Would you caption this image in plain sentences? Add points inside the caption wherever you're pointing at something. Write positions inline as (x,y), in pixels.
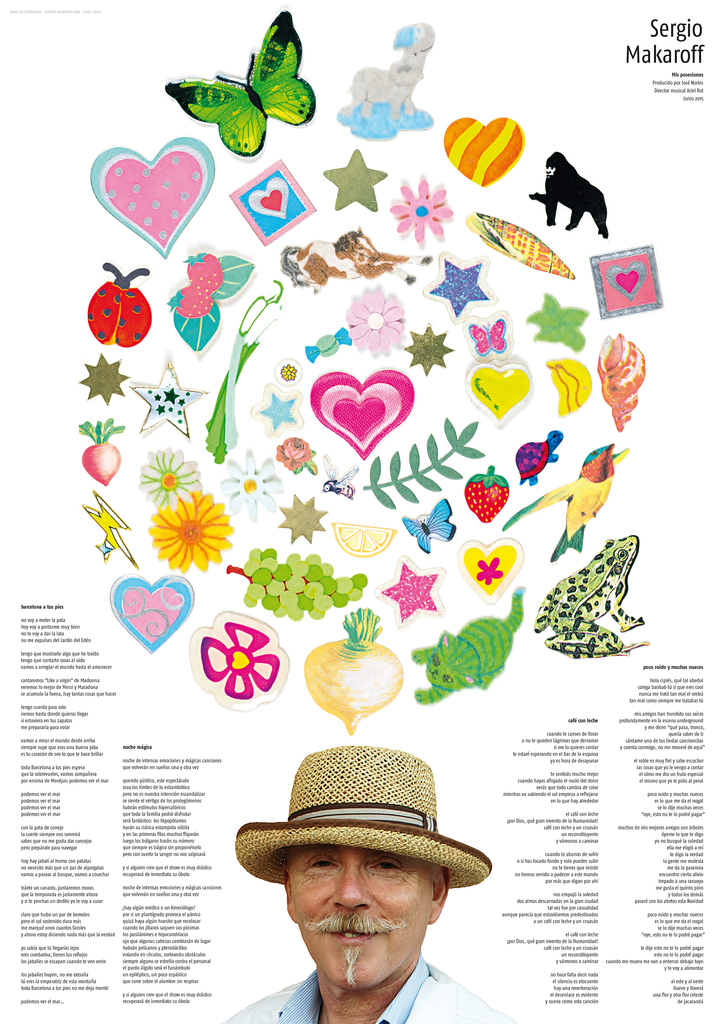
In this picture we can see a poster (466,621), in the poster (465,726) we can see some text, a man (405,848) and pictures (502,571) of few animals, flowers (485,564), insects (471,331) and fruits (339,523).
